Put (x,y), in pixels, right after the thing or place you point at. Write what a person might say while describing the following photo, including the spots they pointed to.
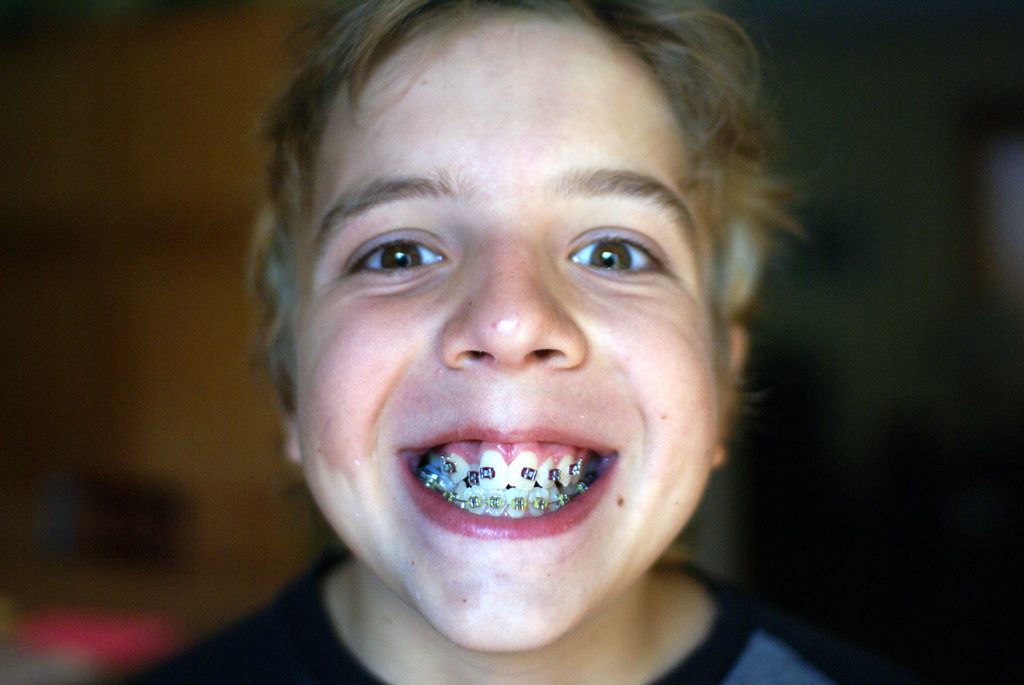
In this picture we can see a kid (604,436) smiling here, we can see a blurry background (771,422).
